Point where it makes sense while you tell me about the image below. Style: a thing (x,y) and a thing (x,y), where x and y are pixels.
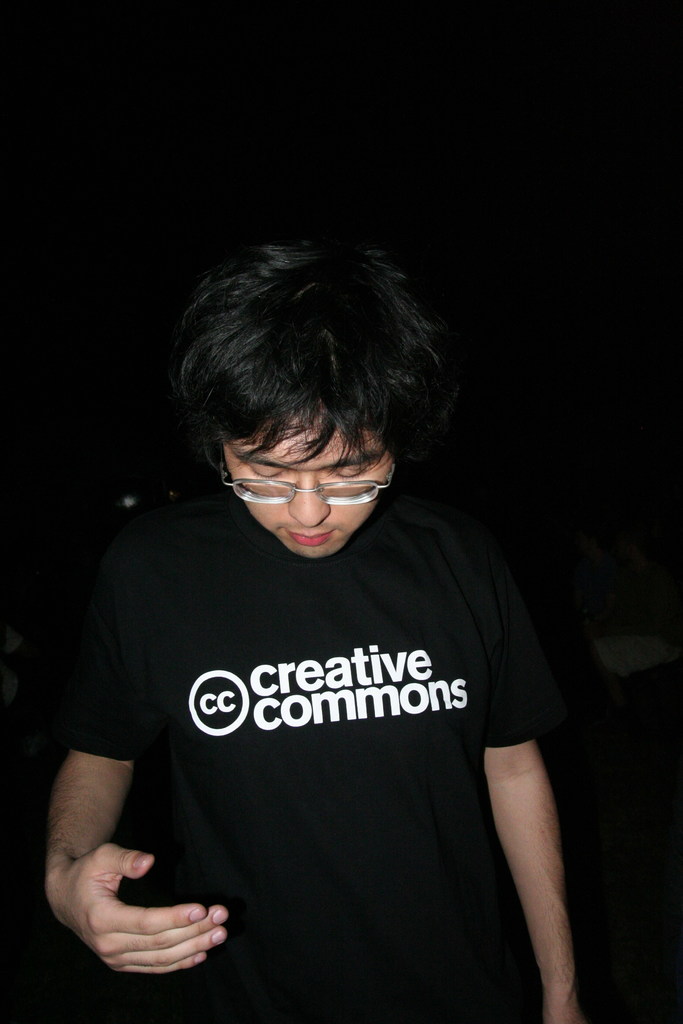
In this picture we can see a man (299,805) in the black t shirt (280,825) is standing, and behind the man (299,472) there is a dark background (566,56).
